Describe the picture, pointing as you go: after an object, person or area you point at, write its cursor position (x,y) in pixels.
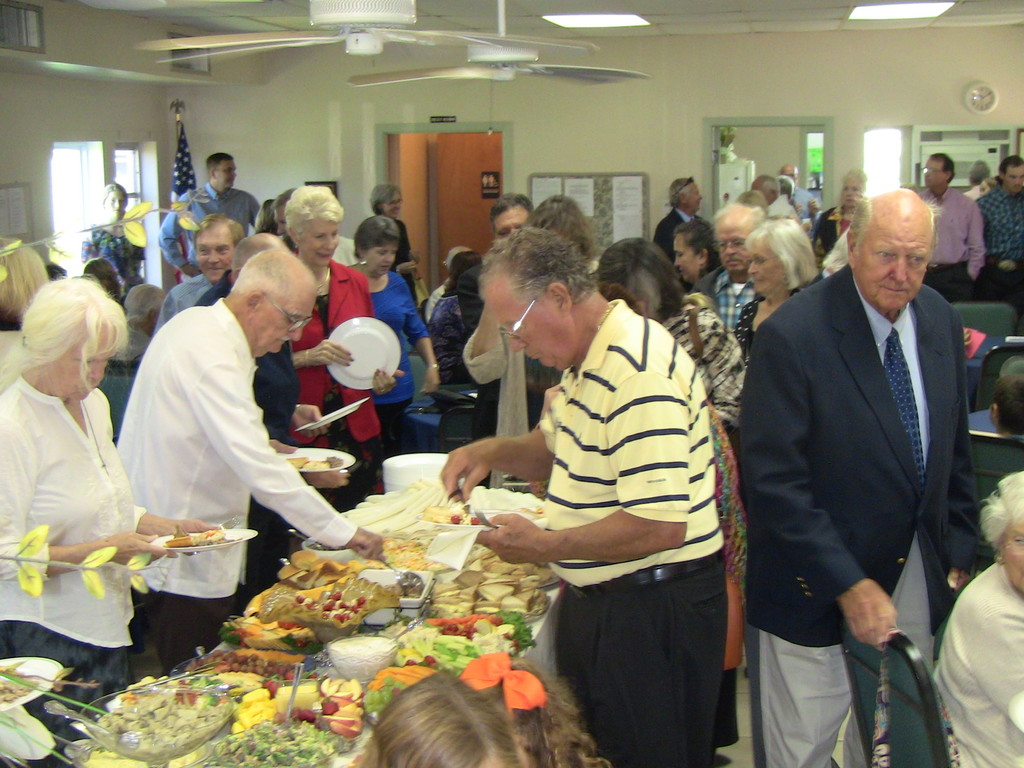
In the center of the image (615,497) we can see a few people (146,339) are sitting, few people (714,385) are standing and a few people (173,417) are holding some objects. And we can see one table (555,585). On the table (476,579), we can see bowls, some food items (312,713) and some objects (404,509). In the background (520,165), there is a wall (607,113), lights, fans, windows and a few other objects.
